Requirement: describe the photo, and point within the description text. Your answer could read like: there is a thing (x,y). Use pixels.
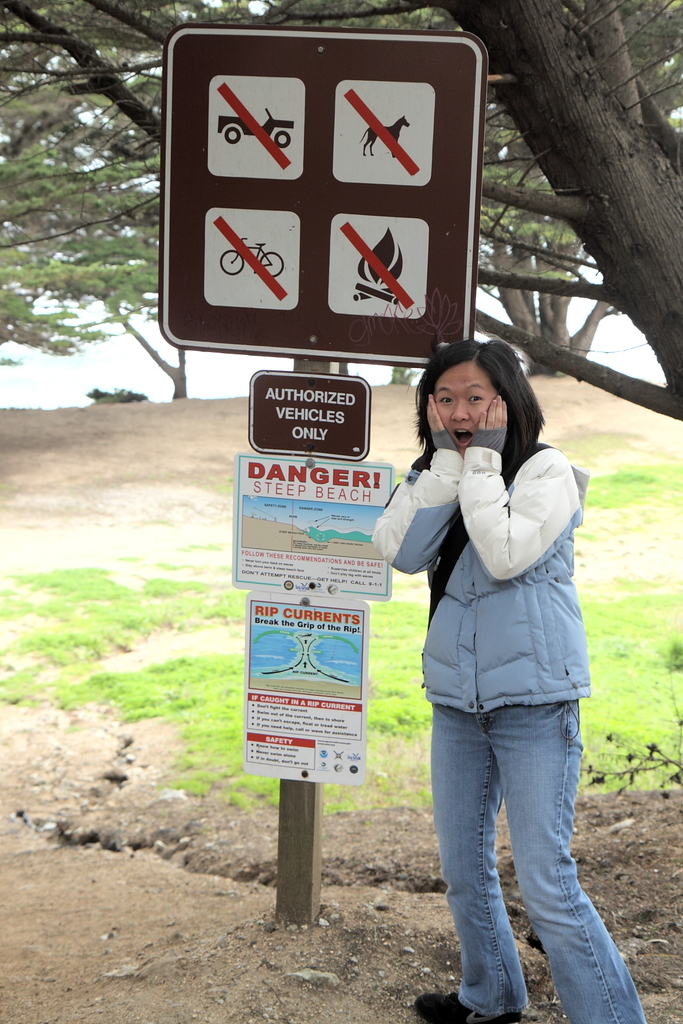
In this image we can see a person (537,714) standing and to the side, we can see the sign board (371,251) and there are three other boards (288,681) with some text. We can see some trees (523,56) and grass (649,642) on the ground (586,836).
